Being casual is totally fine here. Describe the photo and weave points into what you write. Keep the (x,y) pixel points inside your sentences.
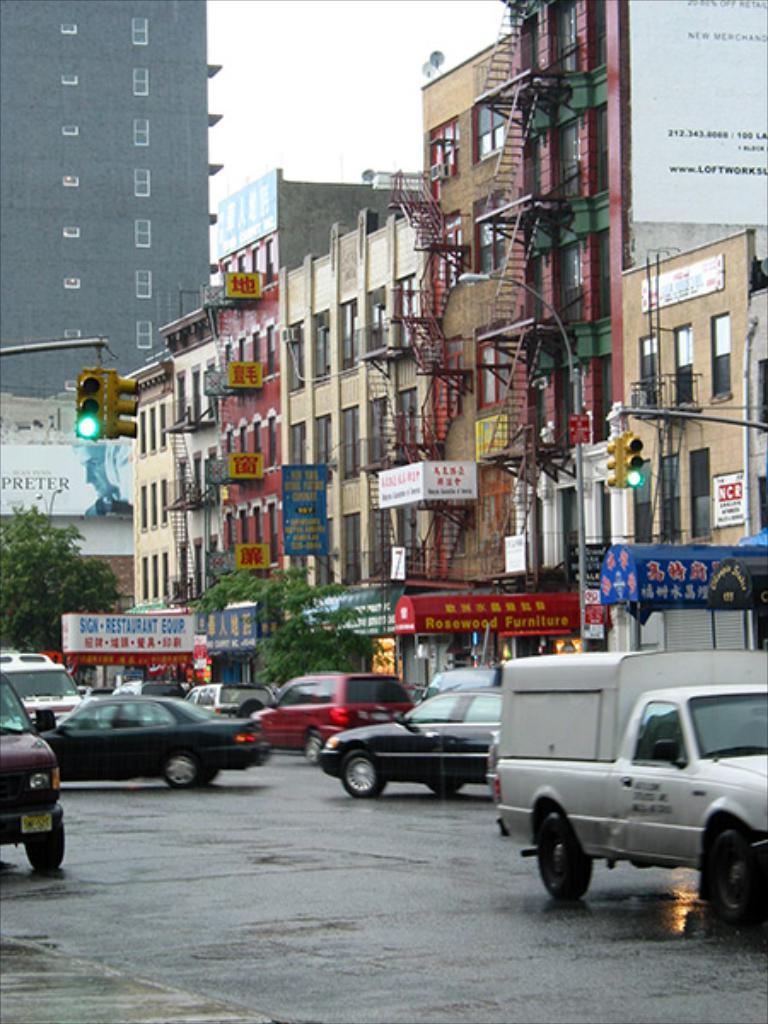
In this image we can see there are buildings (225,403) and there are boards (325,548) attached to the building (166,480). And there are sheds (336,610) in front of the building (575,565). There are vehicles (262,730) on the road (381,1006) and there are stairs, traffic lights (110,419), trees (227,607) and the sky (357,88).
